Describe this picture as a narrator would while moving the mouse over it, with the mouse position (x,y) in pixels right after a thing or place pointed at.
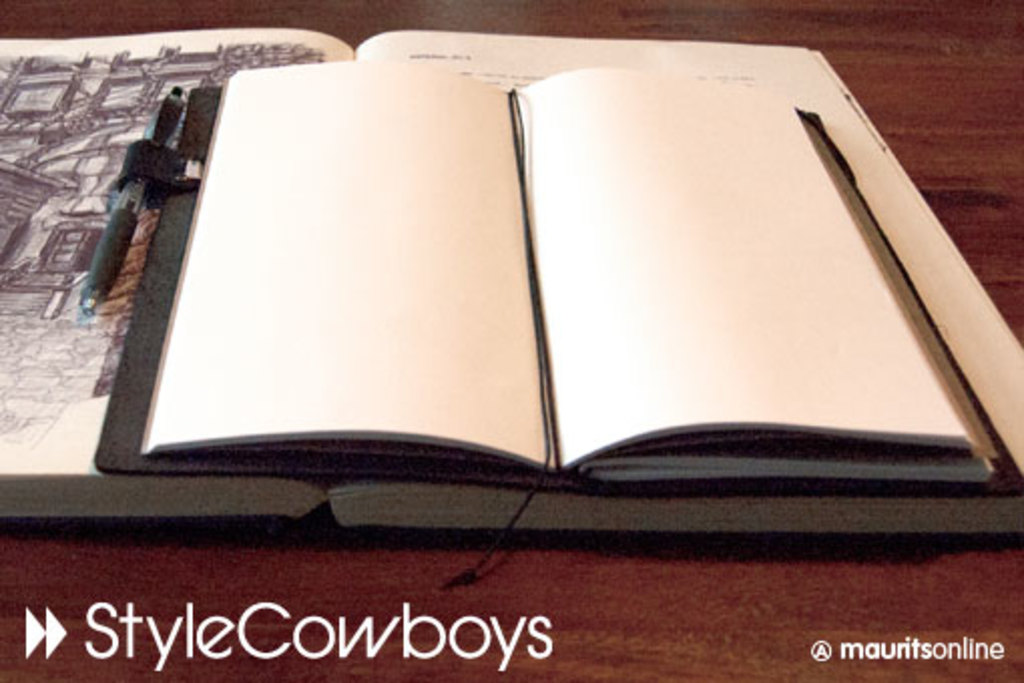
This picture has two books (54,407) one over the other. A pen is attached to the book (272,316) at the top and some text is written as StyleCowboys at the left side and mauritsonline at the right side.
